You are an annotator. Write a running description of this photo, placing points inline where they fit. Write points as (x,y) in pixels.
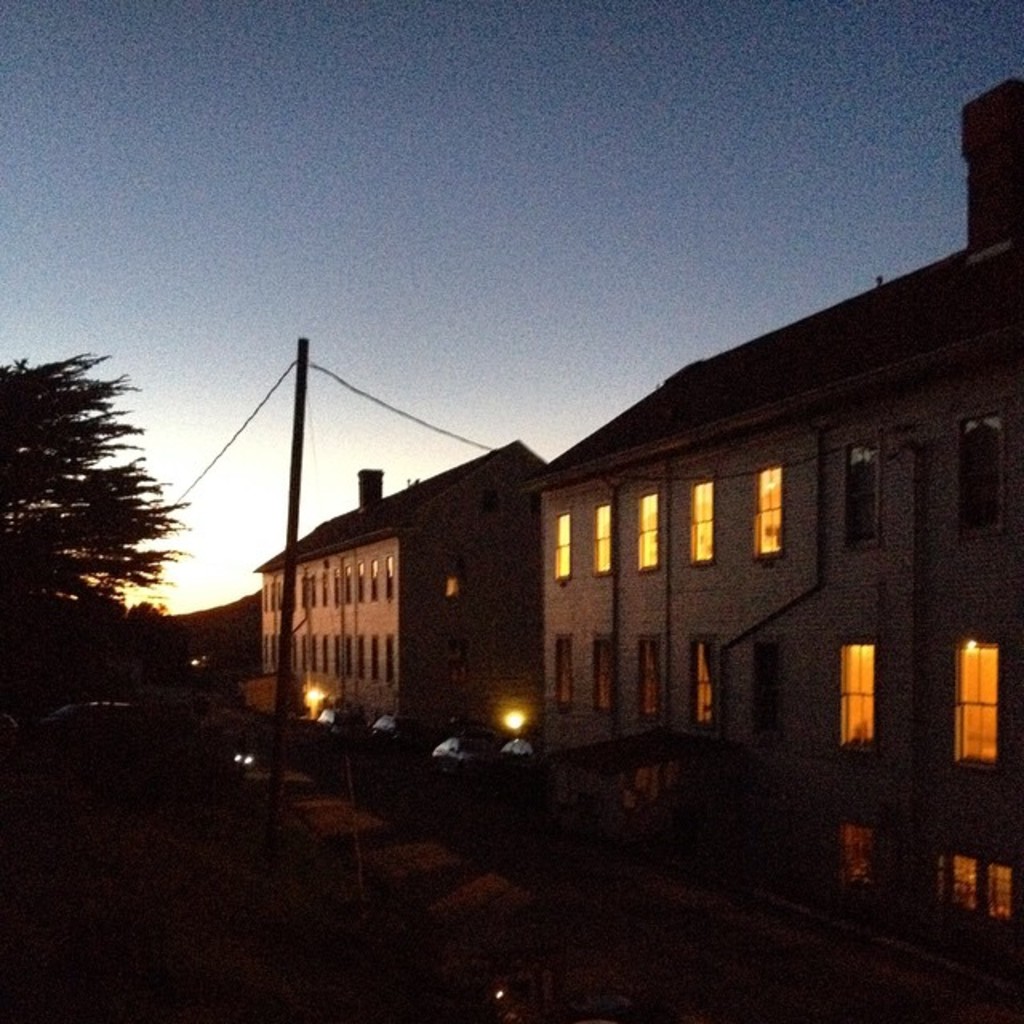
In this image there is a pole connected with the wire (203,472). There are street lights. Left side (53,728) there is a vehicle (112,712). Left side there are trees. Background (799,753) there are buildings (477,571). Top of the image (488,230) there is sky (567,254).
